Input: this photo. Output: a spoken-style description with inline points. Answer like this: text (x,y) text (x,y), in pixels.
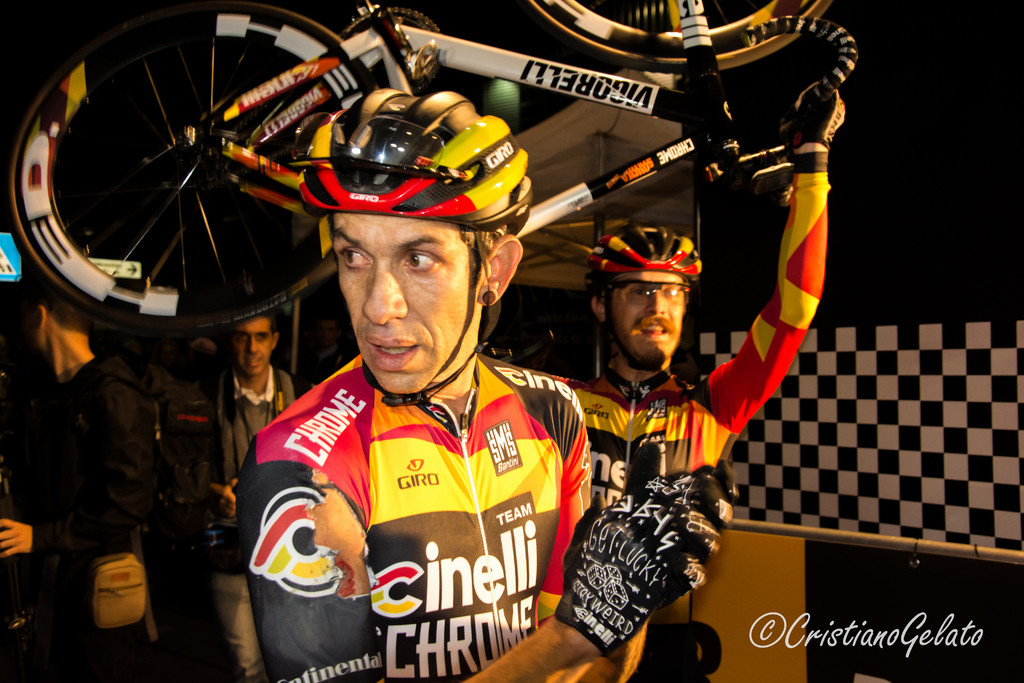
In the picture I can see a person (353,543) wearing T-shirt (408,504), helmet (449,130) and gloves (601,588) is standing here and another person (640,414) wearing T-shirt (742,372), helmet (647,244), glasses (633,300) and gloves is holding a bicycle (703,47). The background of the image (60,566) is dark, where I can see a few people (53,482) standing and I can see the banners (951,566).
